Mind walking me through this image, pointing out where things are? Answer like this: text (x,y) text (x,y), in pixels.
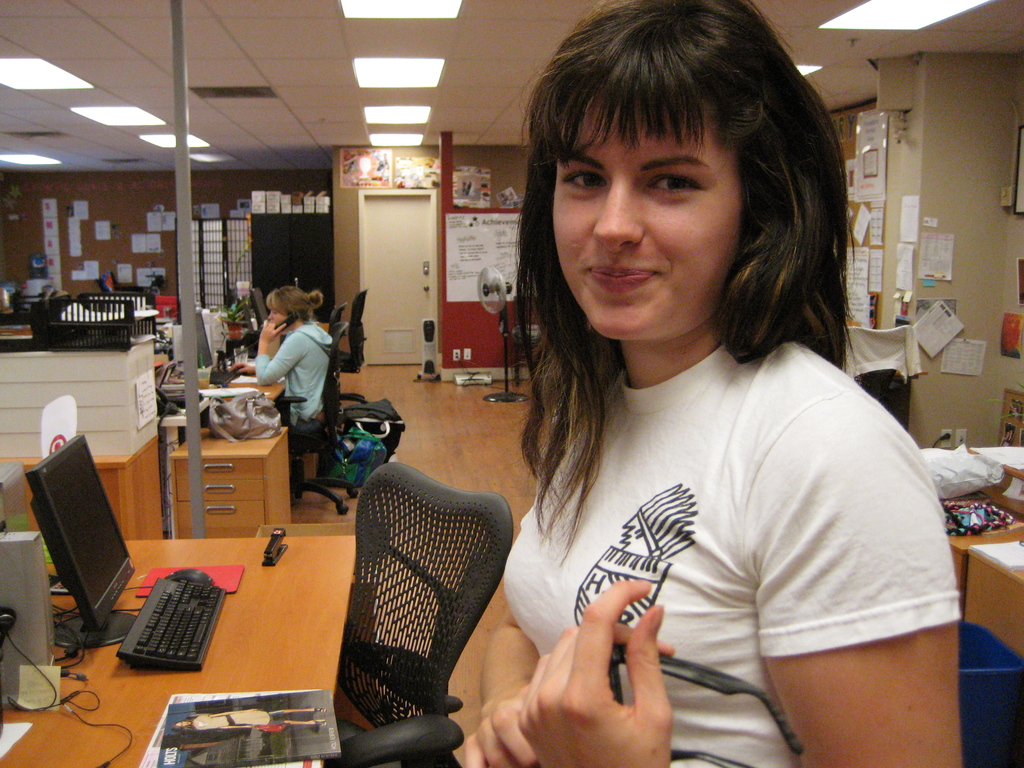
In this image we can see a woman (553,737) standing on the right side (707,583) and she is smiling. This is a wooden table (296,633) where a computer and a magazine (241,705) are kept on it. Here we can see a woman (296,308) sitting on a chair (321,434) and she is speaking on a telephone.
